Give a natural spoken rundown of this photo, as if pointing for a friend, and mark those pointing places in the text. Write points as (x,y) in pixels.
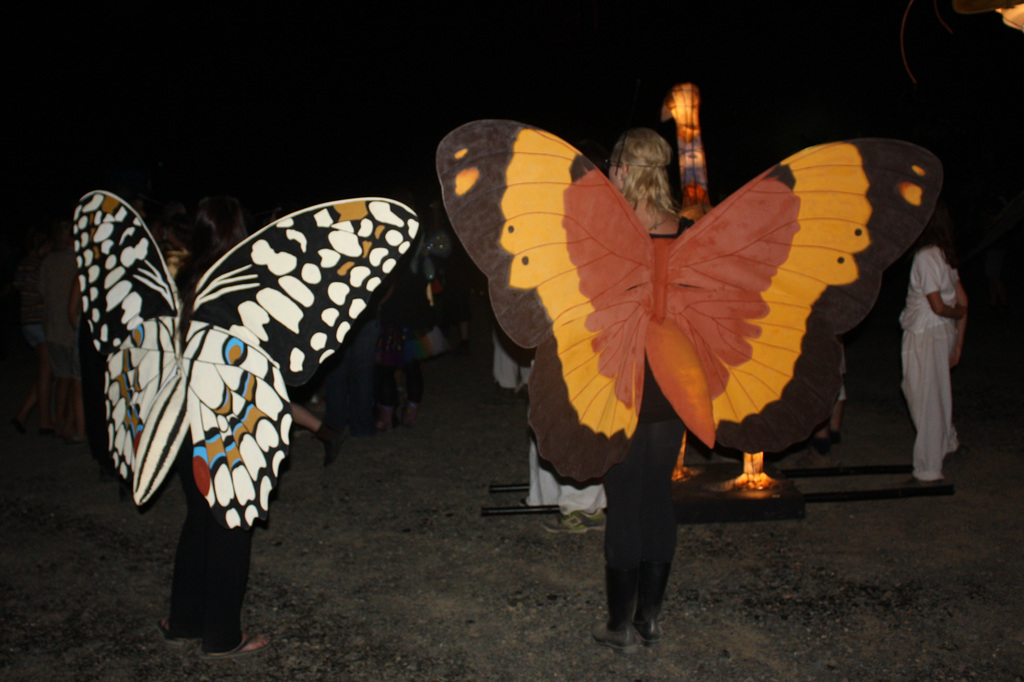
In this image there are group of people (944,417) standing on the ground (51,484), in which some of them are wearing butterfly wings (159,343).
